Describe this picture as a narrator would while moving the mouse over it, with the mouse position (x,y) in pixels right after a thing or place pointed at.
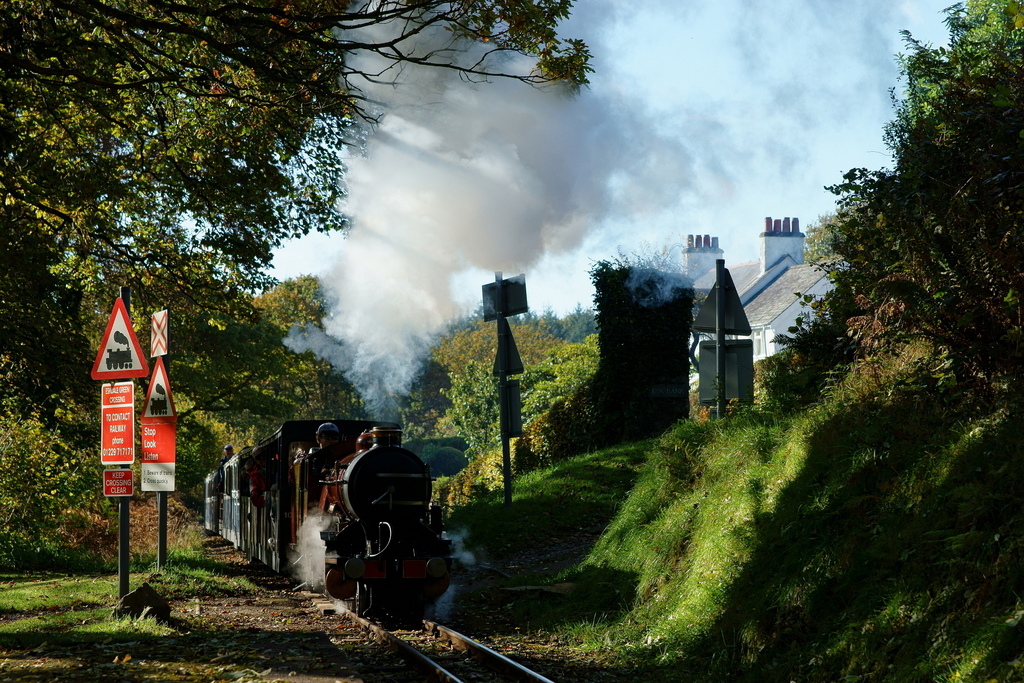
In this image I can see a railway track (414,630) and on it I can see a train (316,509). On the both sides of the image I can see grass (539,510), few poles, number of boards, number of trees (935,264) and on these boards (115,316) I can see something is written. In the background (560,205) I can see the smoke (396,242), a building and the sky (792,52). I can also see few shadows (40,643) on the ground (621,479).
